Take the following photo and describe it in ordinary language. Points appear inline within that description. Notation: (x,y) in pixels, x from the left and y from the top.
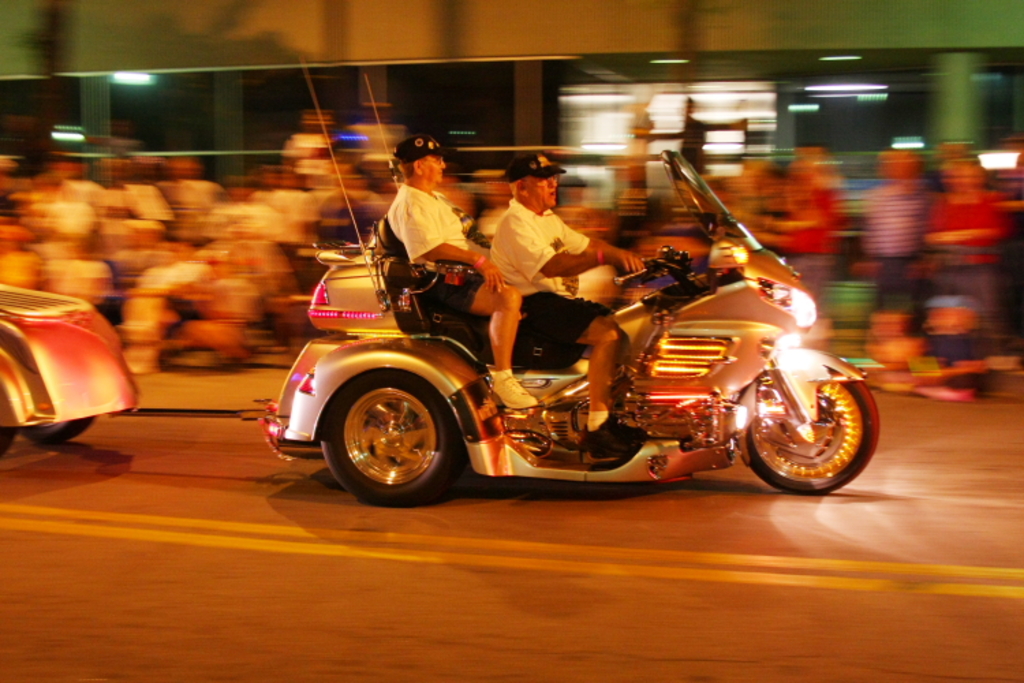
In this picture we can see man (521,253) wore cap (527,175), spectacle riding bike (533,360) and at back other person (418,211) sitting and beside to them we have a group of people (483,211) looking at them and it is blur.
